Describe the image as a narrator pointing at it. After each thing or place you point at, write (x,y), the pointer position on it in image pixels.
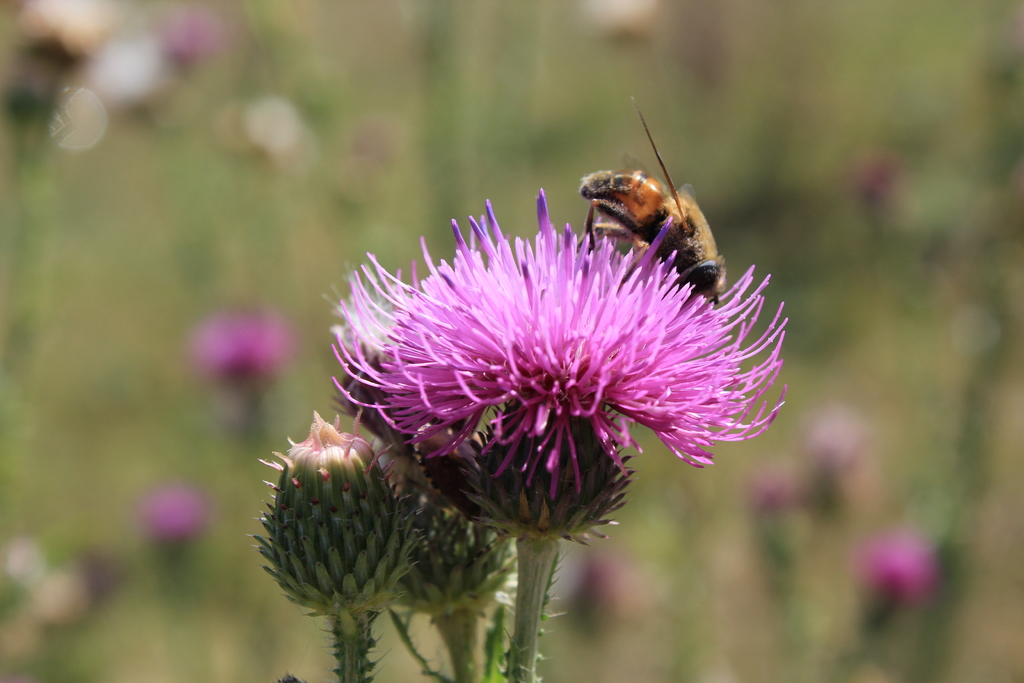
In the front of the image (440,591) there is a flower (486,400), flower buds (455,536) and an insect (700,206). In the background (212,108) it is blur.
